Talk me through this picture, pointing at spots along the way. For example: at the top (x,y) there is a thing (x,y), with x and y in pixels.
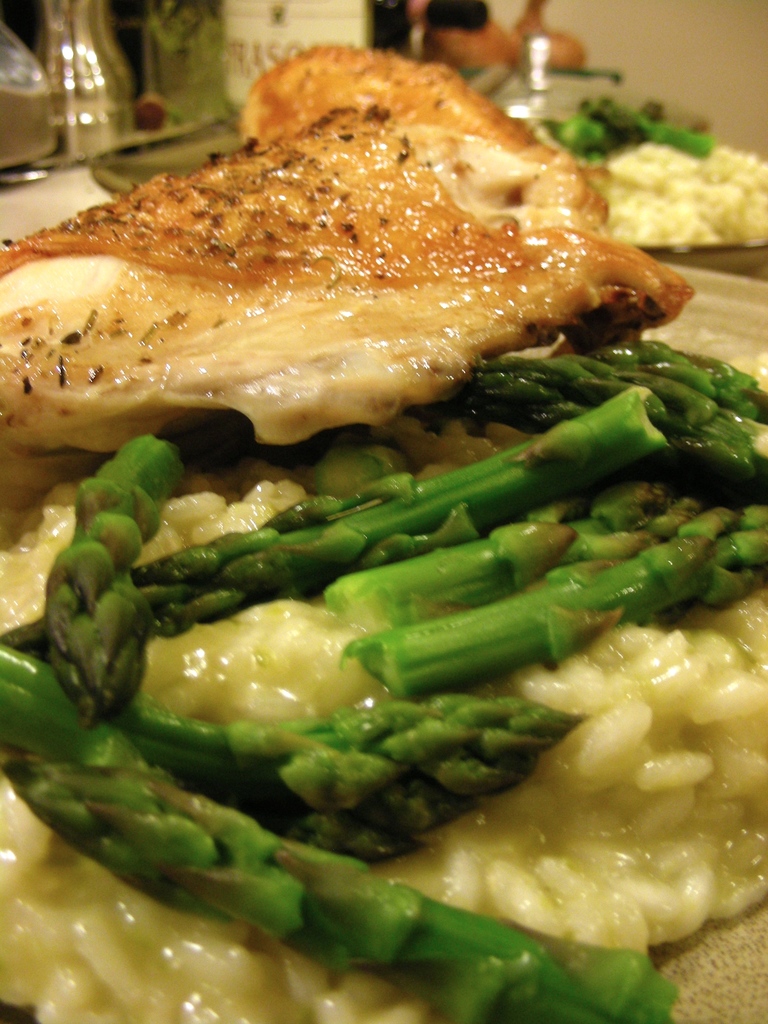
In this image, we can see some food items (120,254).
